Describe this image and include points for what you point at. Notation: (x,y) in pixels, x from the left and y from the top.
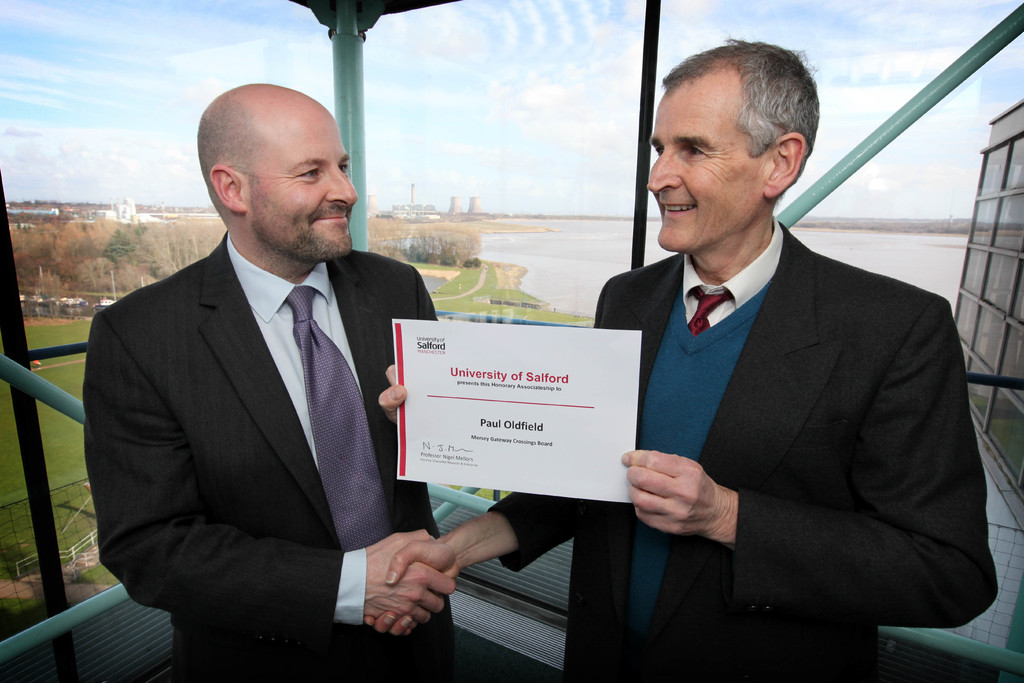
In the center of the image (366,272) there are two people (626,309) wearing suits (228,485) and shaking hands (407,573). In the background of the image (584,252) there is water (572,246). There is grass (425,267). There are green color rods (359,110) in the image.
